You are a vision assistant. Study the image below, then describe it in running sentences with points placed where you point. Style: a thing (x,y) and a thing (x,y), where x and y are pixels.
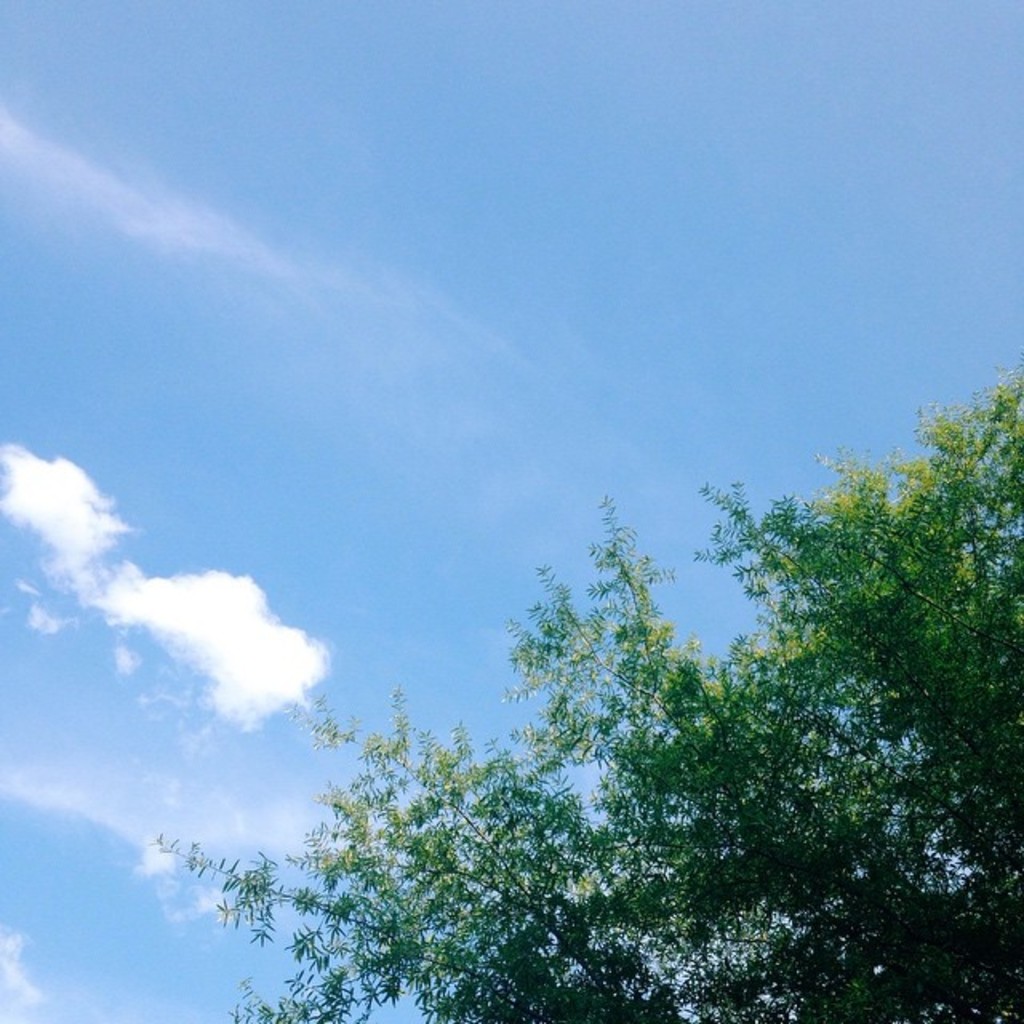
In this image there is a tree (850,635) towards the right of the image (702,739), there is the sky (451,395), there are clouds (212,595) in the sky (233,763), the background of the image (468,703) is blue in color.
